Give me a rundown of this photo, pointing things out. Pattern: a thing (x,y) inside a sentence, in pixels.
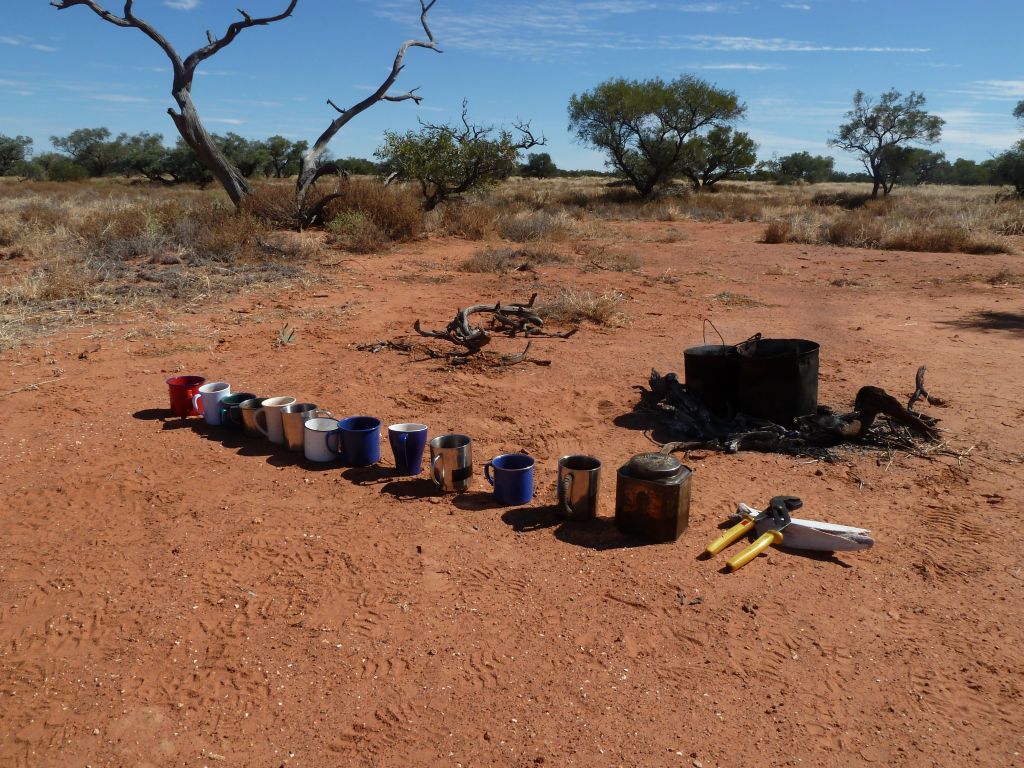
In the image there are few coffee cups (254,410), jars (670,527) and plier (745,522) on the land (546,417), in the back (802,214) there are trees (724,107) and plants (211,202) and above its sky (812,57).
